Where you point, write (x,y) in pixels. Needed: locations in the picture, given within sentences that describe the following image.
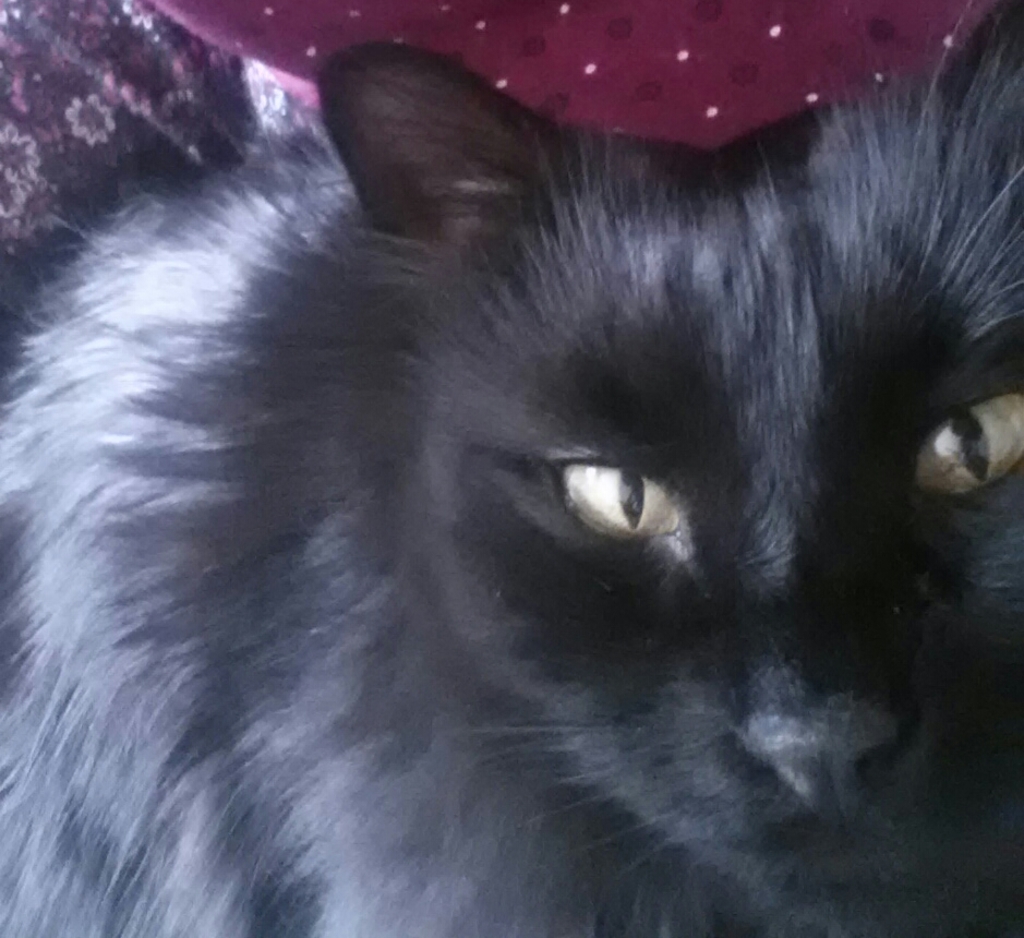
In this image there is a cat (553,619) which is black in colour and on the top (496,65) there are objects (402,35) which are red in colour.
